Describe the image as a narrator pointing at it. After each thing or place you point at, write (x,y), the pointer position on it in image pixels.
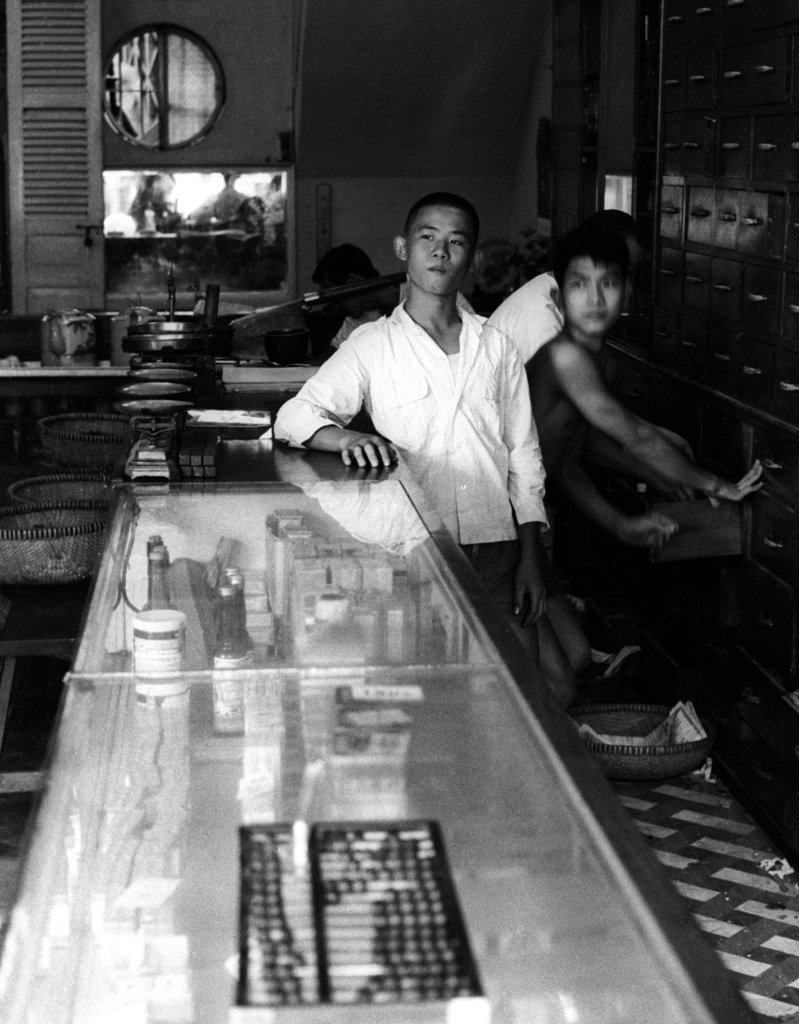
Here we can see a black and white photograph, in this we can find few people (413,368) and baskets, on the left side of the image (163,368) we can find a weighing machine (177,375), bottles (169,686) and other things (337,662), on the right side of the image (610,343) we can see drawers (687,368).
